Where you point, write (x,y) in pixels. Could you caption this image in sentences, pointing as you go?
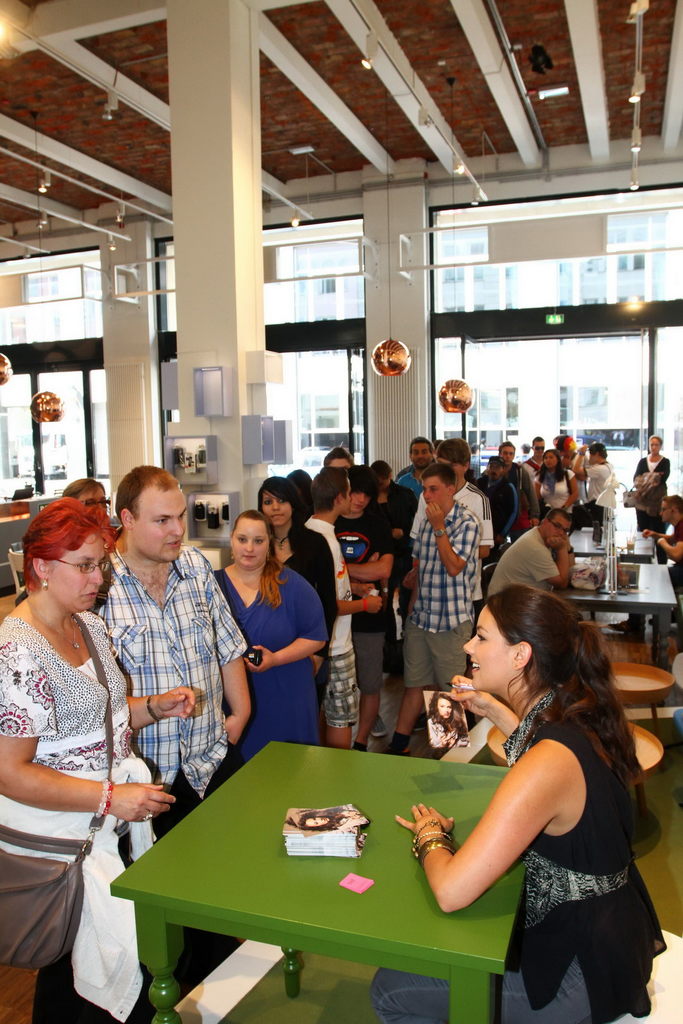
This is a room (70,300) where we see people (167,522) standing in a line and we see a table (490,790) and a woman (515,859) seated on a chair (681,943) and speaking to them.
